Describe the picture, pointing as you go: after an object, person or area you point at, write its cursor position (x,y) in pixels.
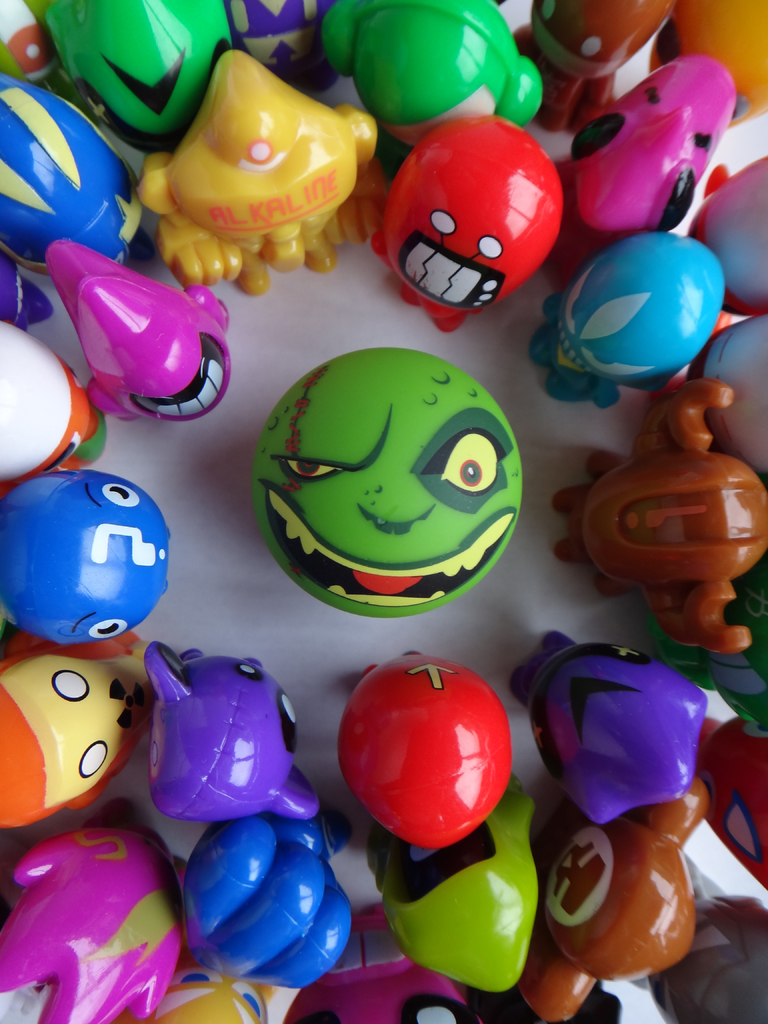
In this picture we can see the colorful toys (51,590) and a ball (329,477).
